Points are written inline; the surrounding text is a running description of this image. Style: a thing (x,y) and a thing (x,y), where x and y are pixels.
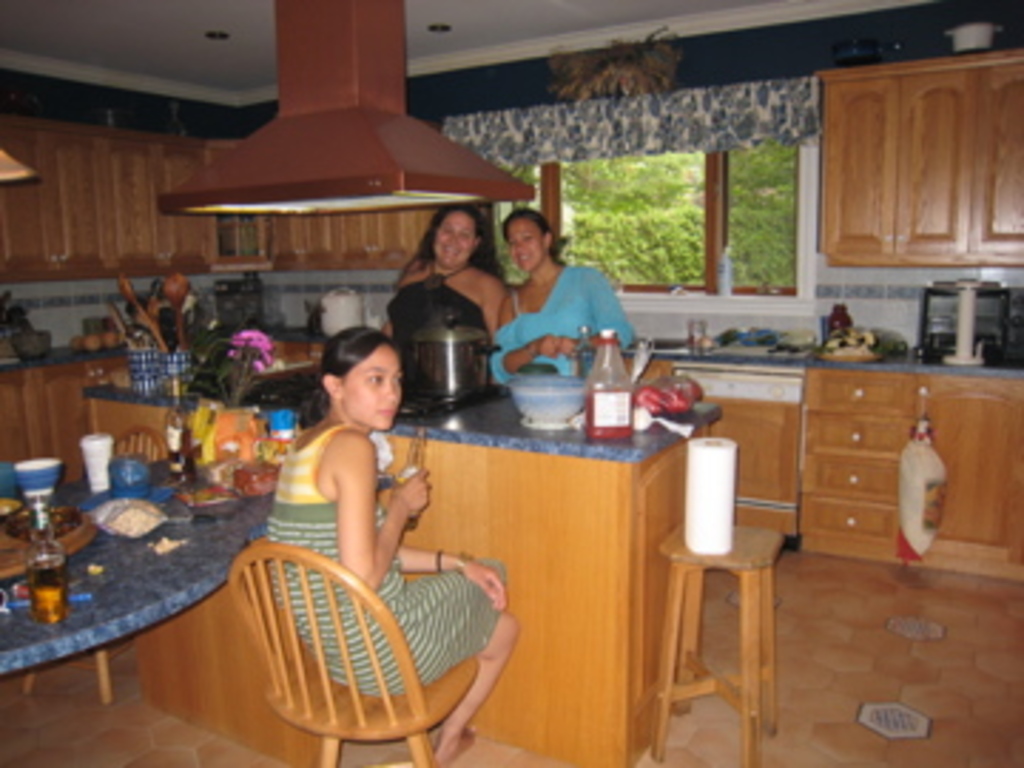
In this picture there are three ladies (334,383). One is sitting on the chair (345,576) and the other two are standing in front the table (480,414). On the stove (421,414) there is a cooker (477,357). On the table (576,439) there is a bottle (618,410), bowl (549,402) and other items (641,397). to the left side (186,560) there is a table (92,595) with bottle (53,593), bowl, glass (92,447) and other items (217,471). In the background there is a window (699,212). outside the window (759,180) there are trees (612,195). To the right side (941,98) corner there is a cupboard (877,173). And to the bottom (887,526) there are cupboard (923,400), oven (931,356) and other items (882,349).
